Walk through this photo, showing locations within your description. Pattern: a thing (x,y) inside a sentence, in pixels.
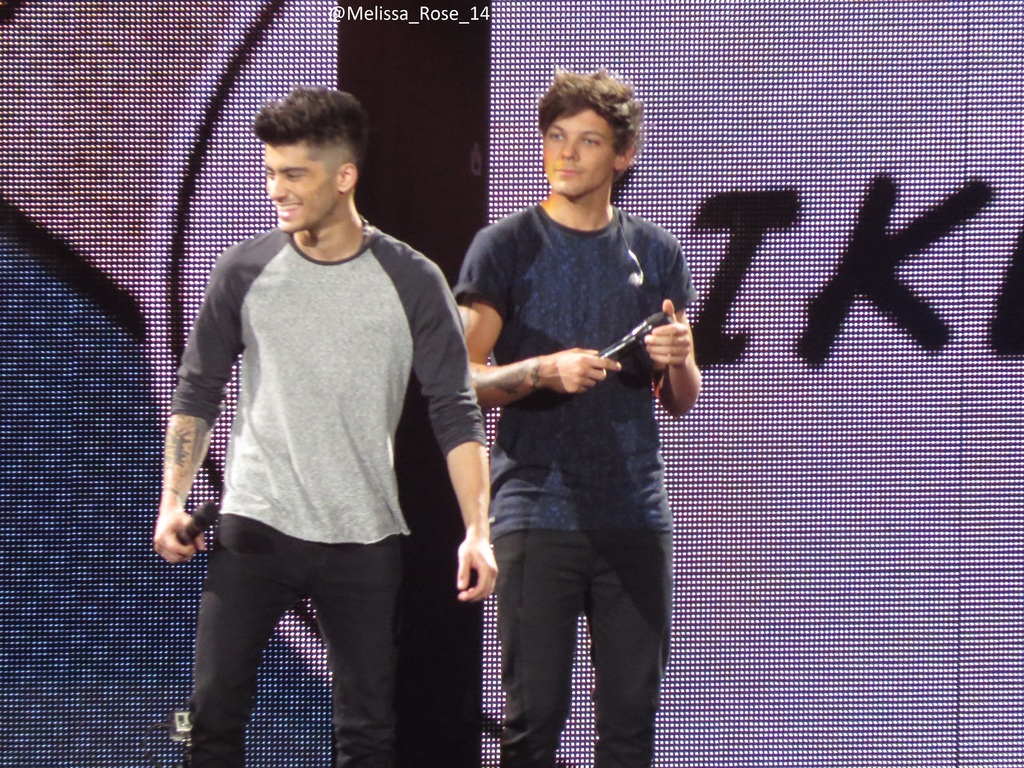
In this image there are two men (439,441) standing, they are holding a microphone (187,535), there is text (392,17) towards the top of the image (392,17), there is a number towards the top of the image (477,12), at the background of the image (890,613) there is a screen (773,249), there is text (885,282) on the screen (917,278) towards the right of the image (733,253), there is an object (174,719) towards the bottom of the image (174,725).
